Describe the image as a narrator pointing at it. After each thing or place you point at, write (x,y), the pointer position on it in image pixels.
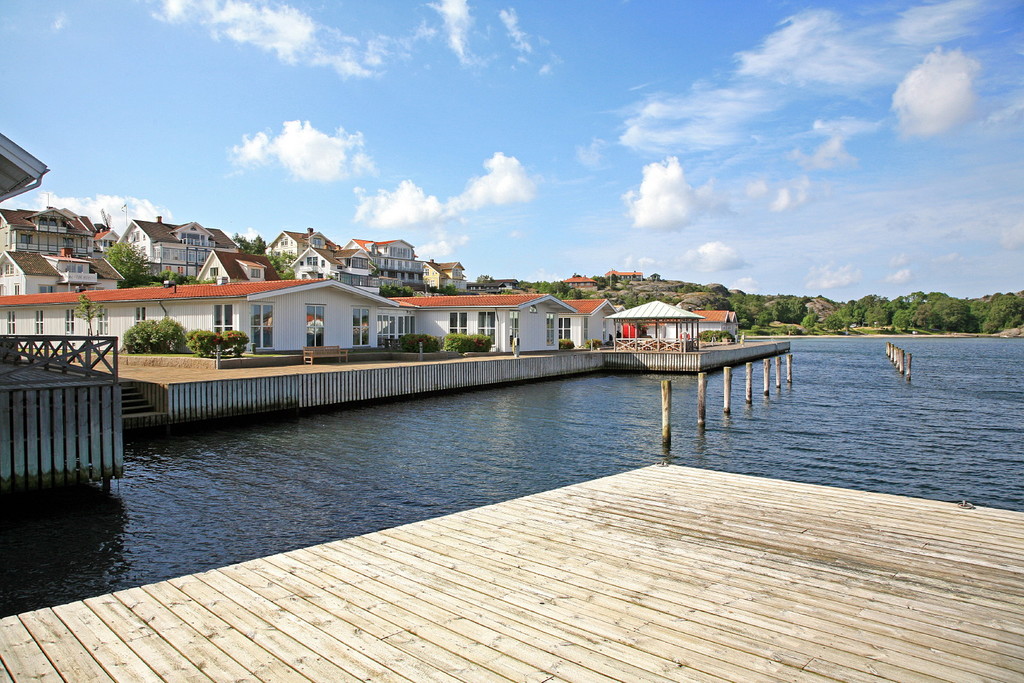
At the bottom of the image (549,633) I can see a wooden plank (517,594). On the right side (837,464), I can see river (619,424). In the background (358,312) there are many buildings (54,270) and trees (953,315). At the top of the image (572,101) I can see the sky (495,105) and clouds (490,188).
